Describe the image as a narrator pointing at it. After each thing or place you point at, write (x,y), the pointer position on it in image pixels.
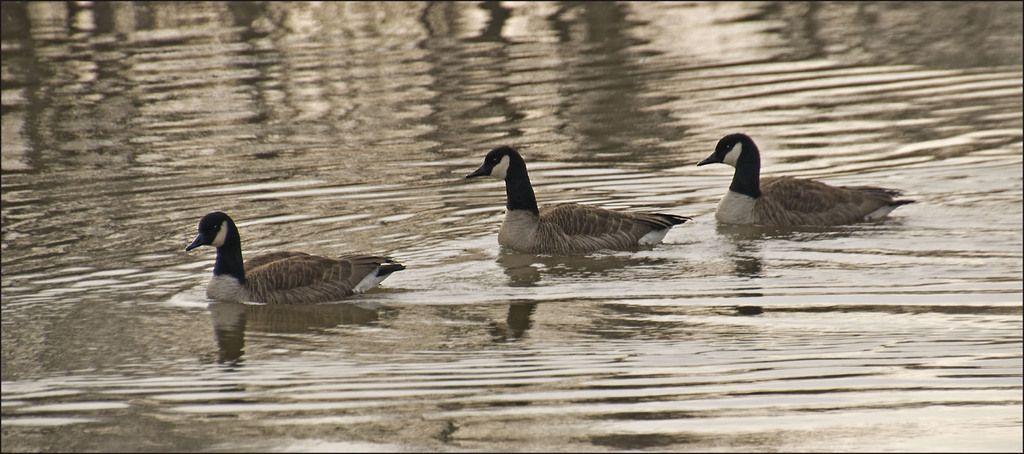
In this picture I can see 3 geese (527,198) on the water (395,221).
